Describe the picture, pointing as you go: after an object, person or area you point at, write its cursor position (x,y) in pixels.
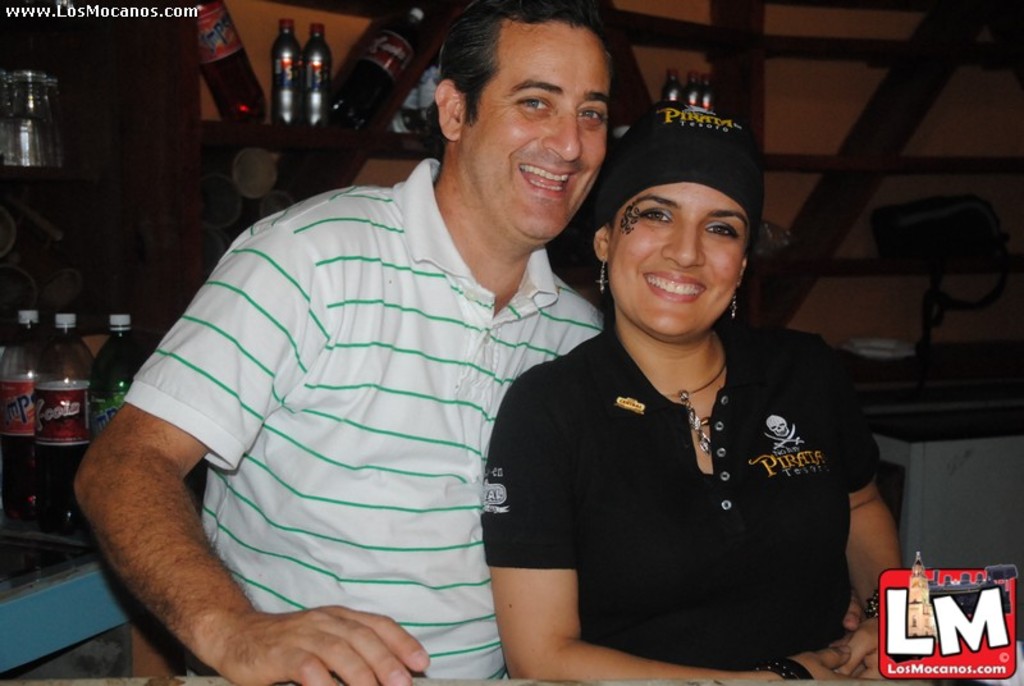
In this image i can see a woman (635,377) and a man (468,304) sitting and laughing, at the background (110,390) i can see few bottles (69,370) on the wooden rack (953,167), a bag (970,234).
